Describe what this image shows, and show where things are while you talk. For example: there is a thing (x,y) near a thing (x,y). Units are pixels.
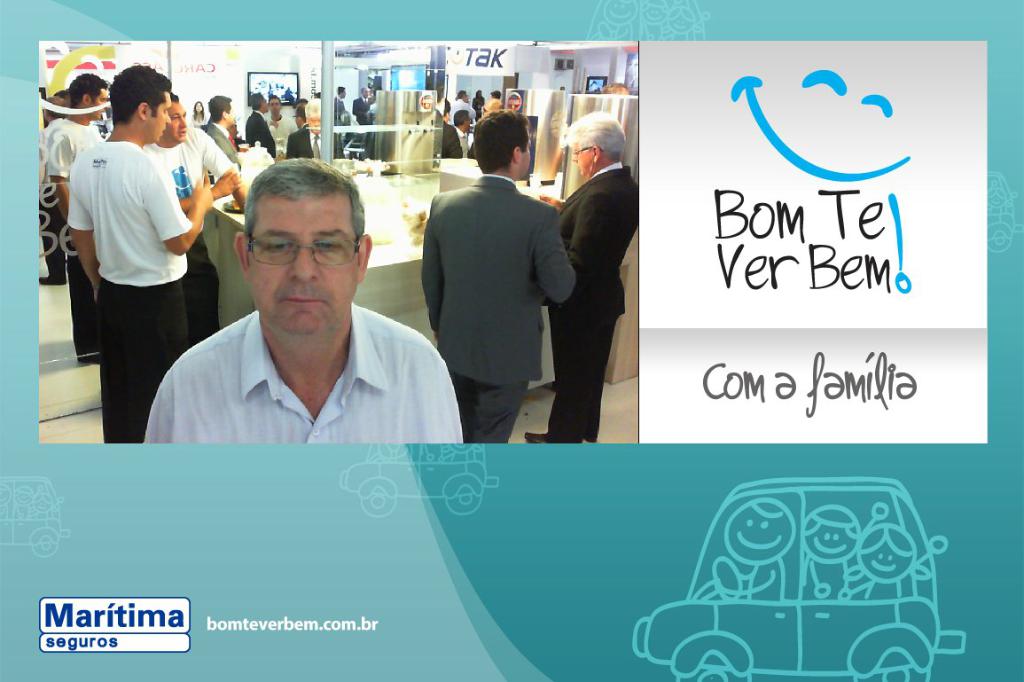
In this image we can see a poster (483,351) in which there is a picture (337,223) of some people (331,281), screens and some other things (446,186) and also we can see something written.
